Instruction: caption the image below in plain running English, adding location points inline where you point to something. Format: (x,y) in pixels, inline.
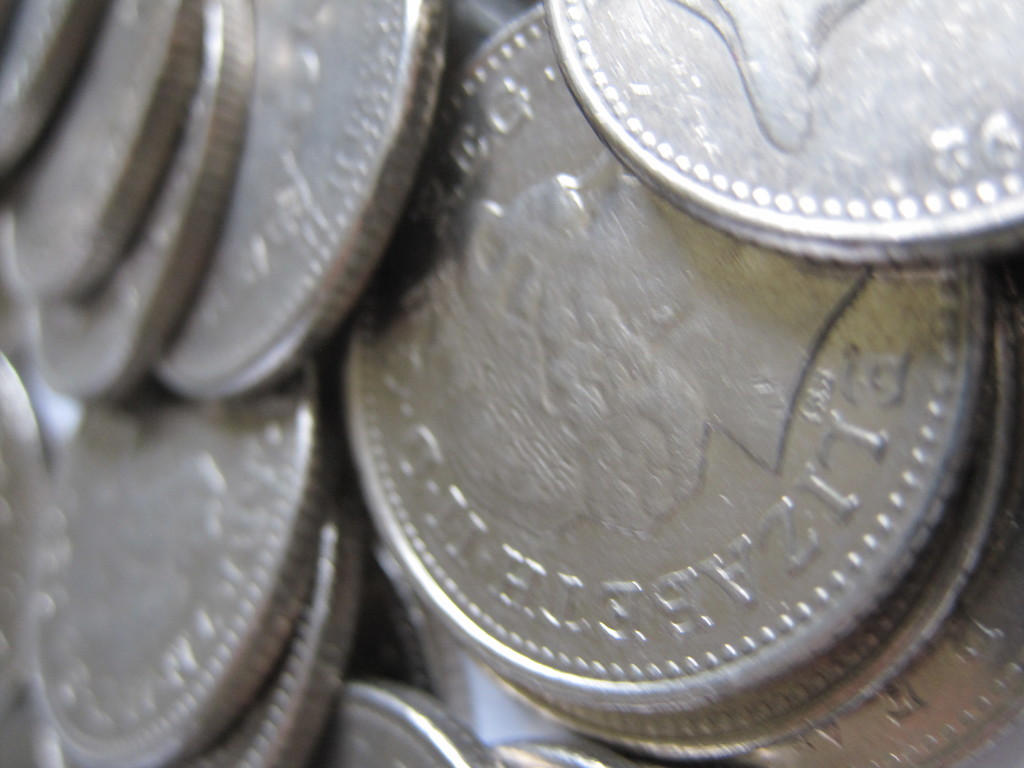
In the center of the image (652,257) there are many coins (83,378).
